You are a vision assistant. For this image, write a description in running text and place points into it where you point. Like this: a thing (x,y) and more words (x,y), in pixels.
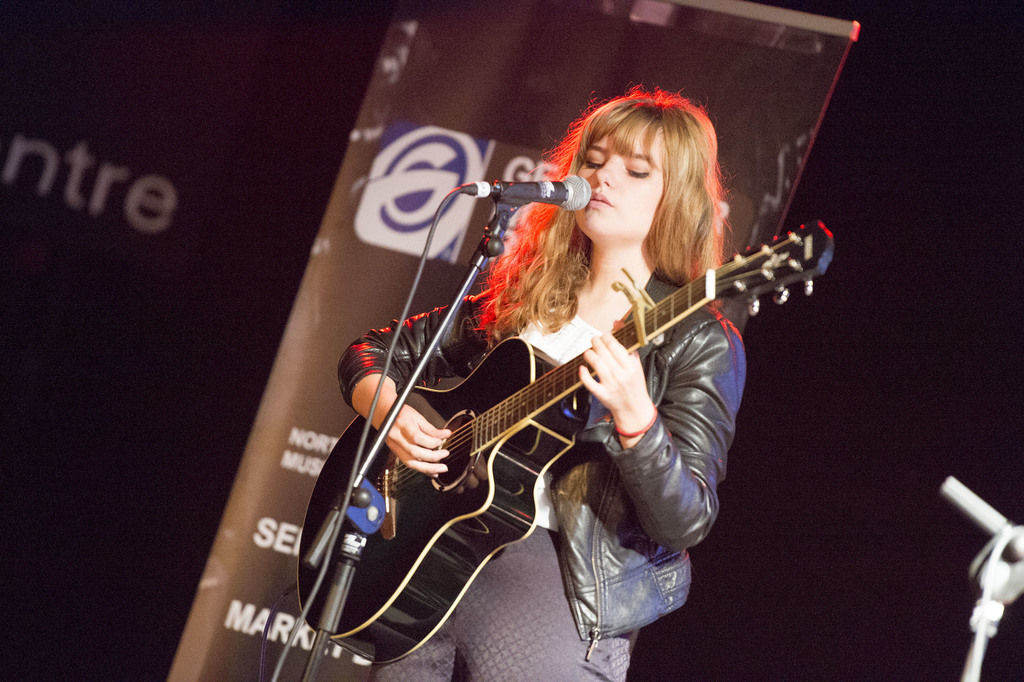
In this image i can see a woman (649,422) holding a guitar (567,443) and a microphone (560,197) in front her. In the background (477,231) i can see few banners (470,128).
